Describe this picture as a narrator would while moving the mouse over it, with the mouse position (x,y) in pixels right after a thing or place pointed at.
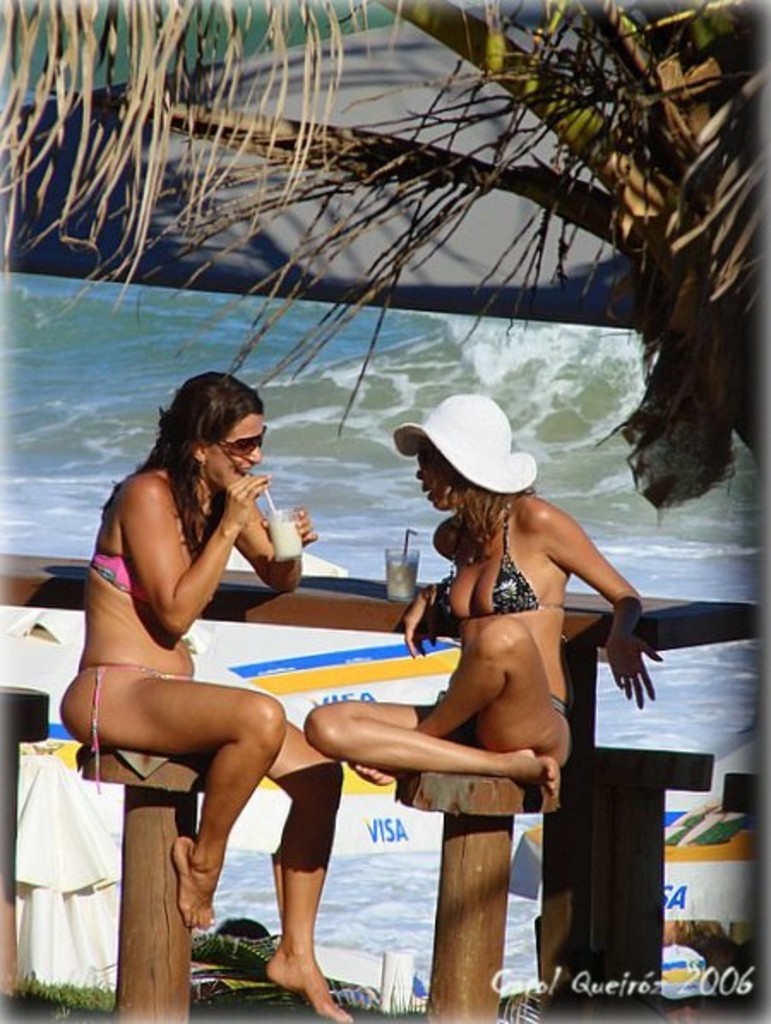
As we can see in the image there are two people (471,641), glasses (394,580), tree (608,4) and water (519,396).
